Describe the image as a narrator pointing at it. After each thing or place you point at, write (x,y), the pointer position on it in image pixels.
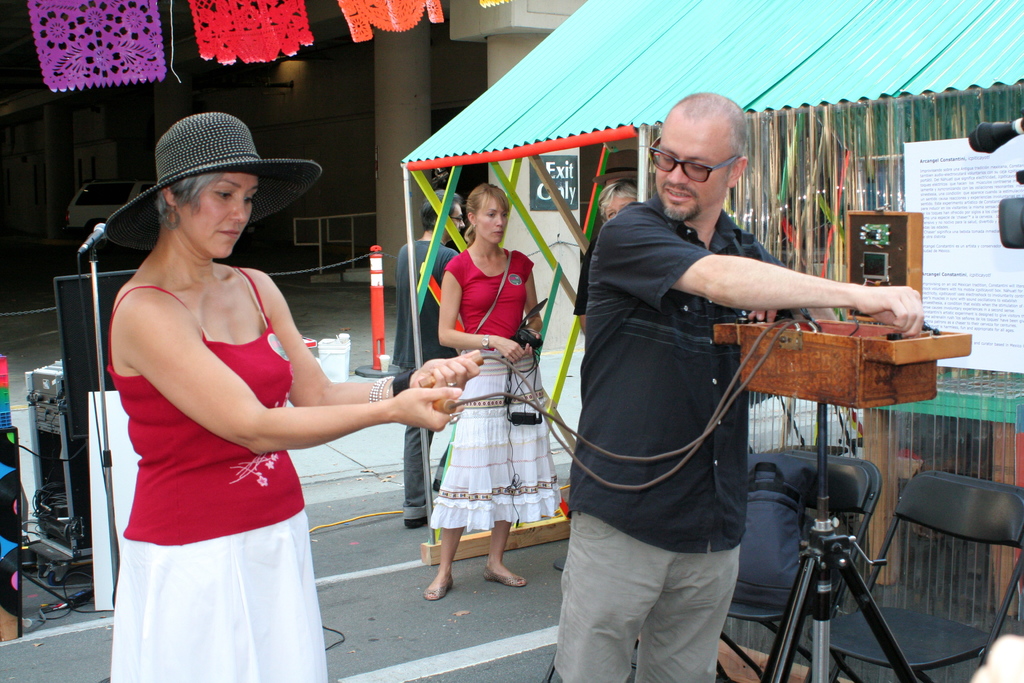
In this image, we can see a man (681,421) and a woman (204,445) standing, in the background (479,280) there are some people (503,257) standing, we can see a shed (756,53).
